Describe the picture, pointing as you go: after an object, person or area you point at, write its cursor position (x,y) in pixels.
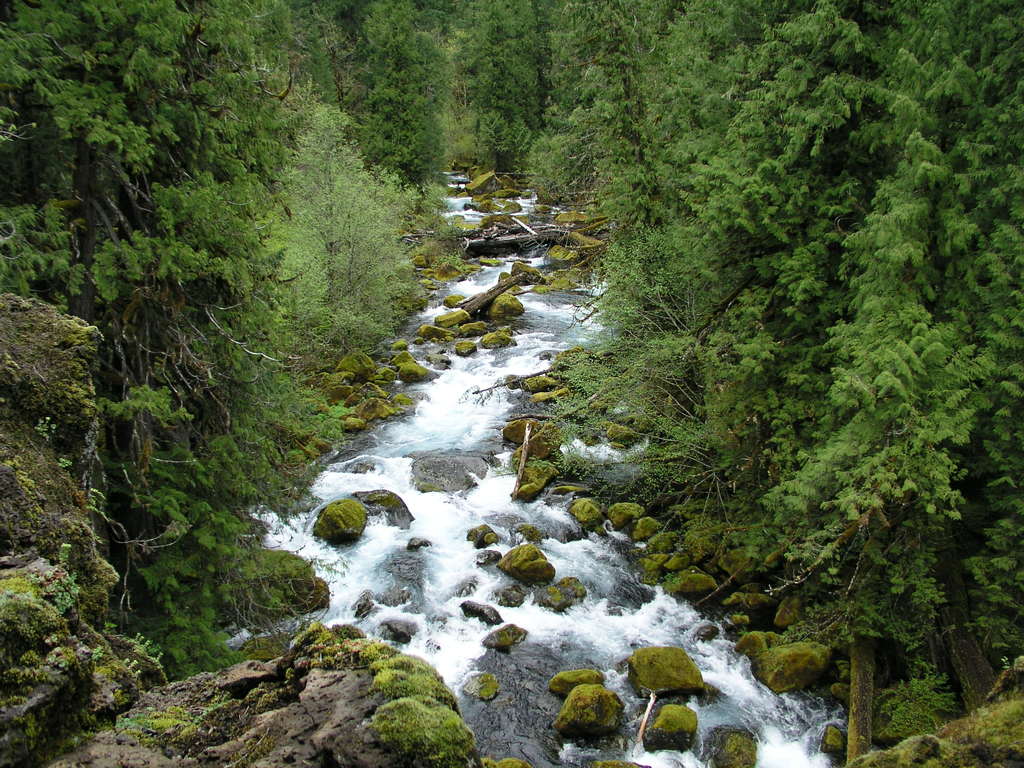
Beside this water flow (493,578) there are a number of trees (689,321).
